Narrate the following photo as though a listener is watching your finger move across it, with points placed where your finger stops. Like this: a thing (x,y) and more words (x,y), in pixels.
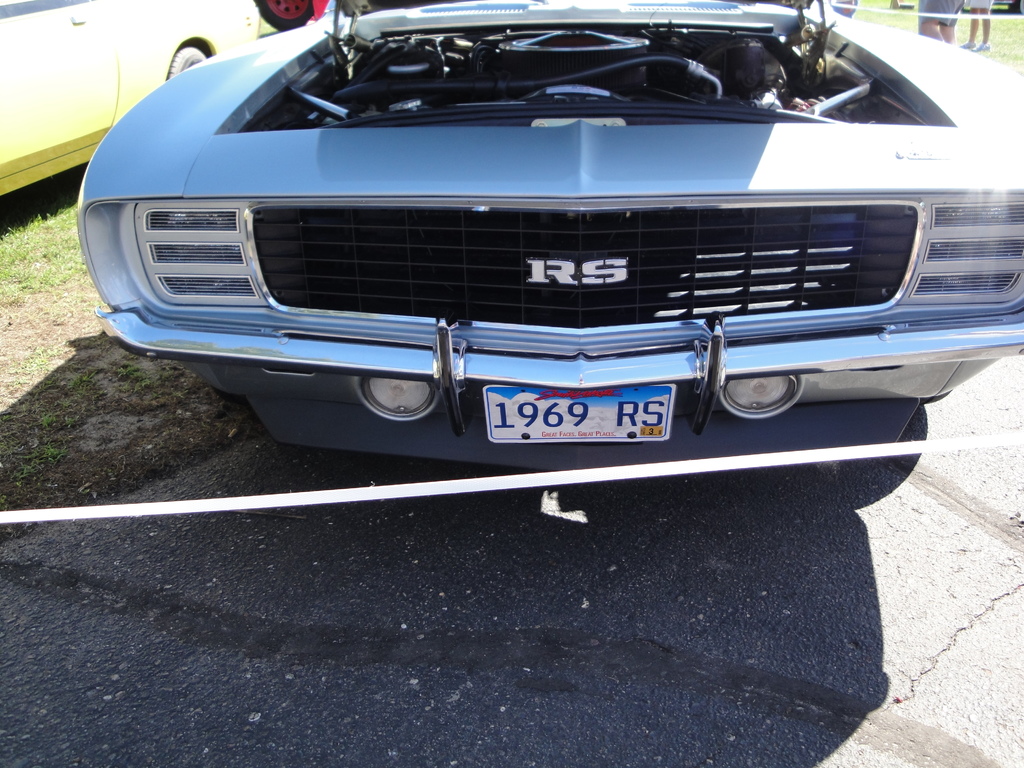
In this image I can see few vehicles (183,154). In the background (989,49) I can see few people (929,20) standing on the grass (998,40).
